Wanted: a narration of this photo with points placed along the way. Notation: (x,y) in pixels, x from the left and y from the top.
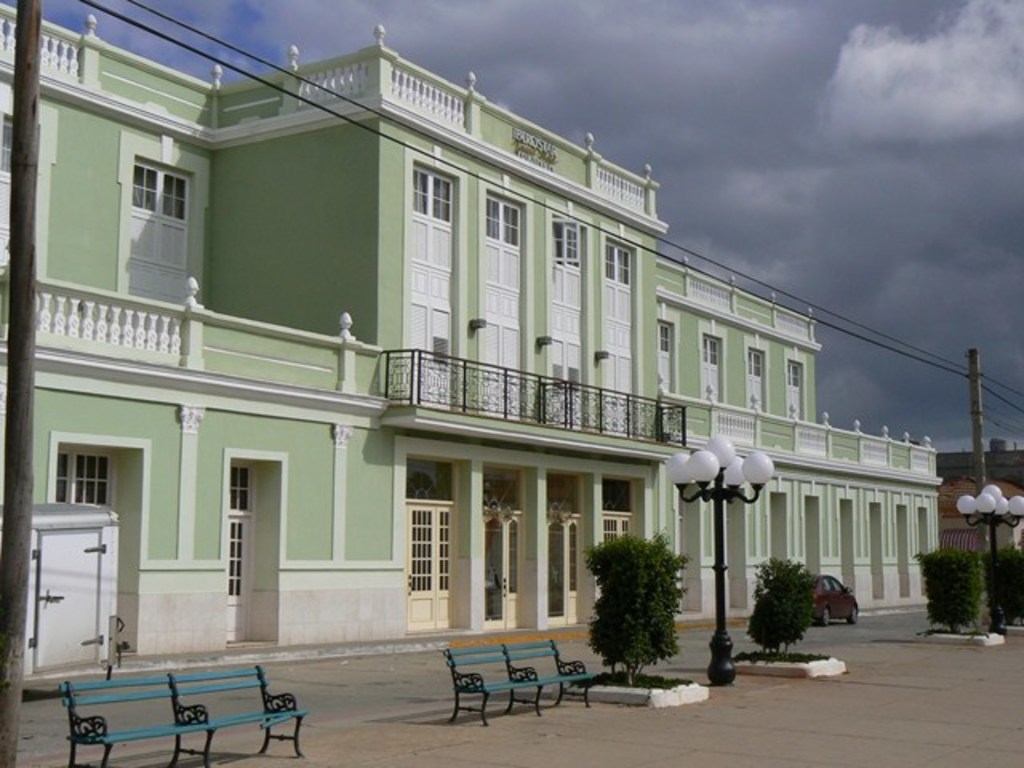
In the center of the image (479,368) we can see building (406,392). At the bottom of the image (799,692) we can see street lights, plants (799,597), car (815,599), road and benches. On the left side of the image (5,695) we can see pole (4,719). In the background (392,35) we can see sky (515,33) and clouds (665,104).
